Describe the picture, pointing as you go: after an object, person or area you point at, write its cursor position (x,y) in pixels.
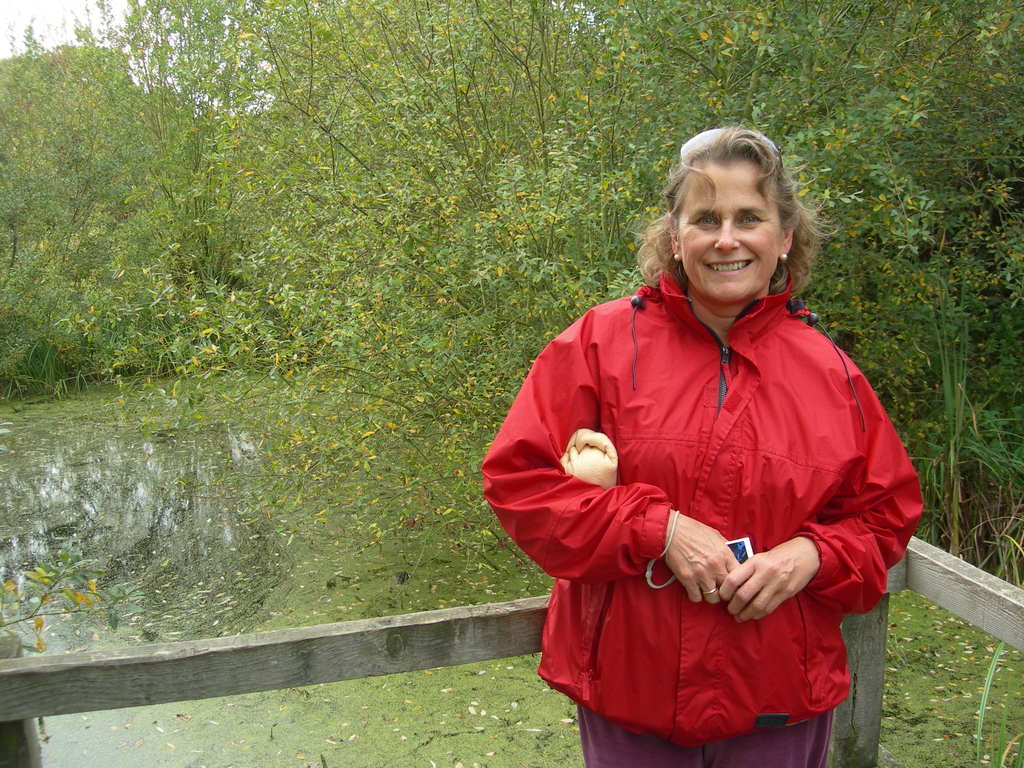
In this image, we can see a woman (805,536) is standing and smiling. She holding some objects (745,555). Here we can see wooden poles (854,665). Background (959,429) we can see few trees (420,244), plants (343,461) and water (36,556).
